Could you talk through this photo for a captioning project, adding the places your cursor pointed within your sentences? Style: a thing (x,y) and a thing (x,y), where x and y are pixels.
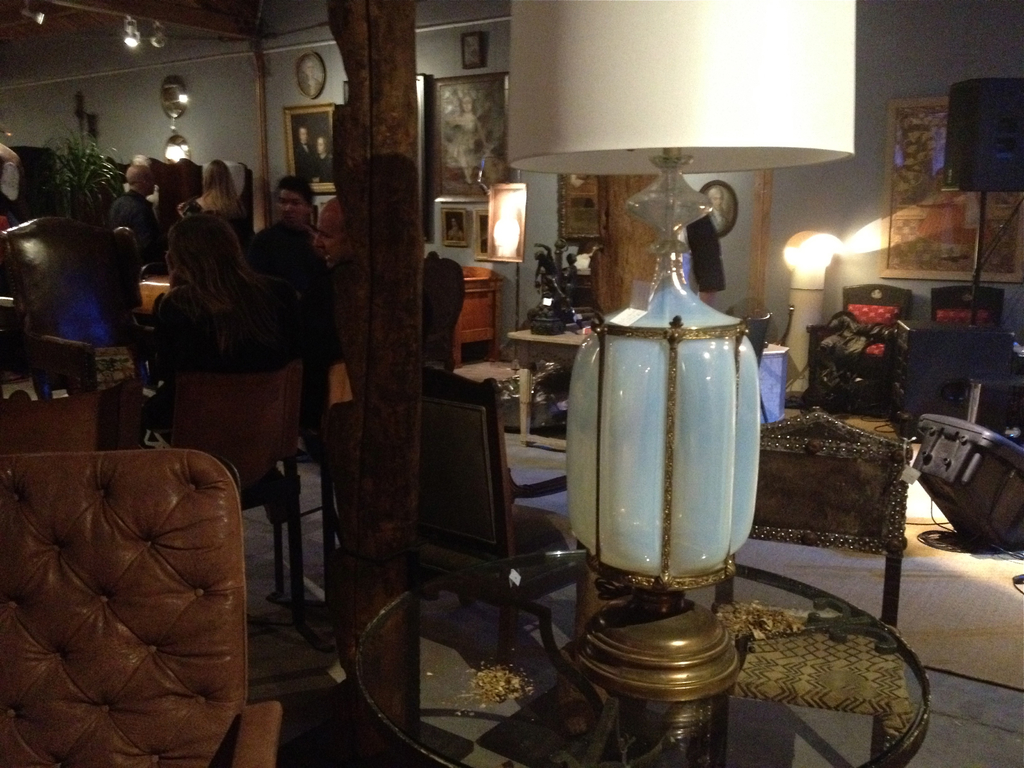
In this image on the left side (314,302) few people (314,302) are sitting on the chairs (255,395). In the middle (680,473) there is a glass bulb (744,481) on the table (698,705). On the right side (927,256) there are photo frames (913,222) on this wall (855,204).
